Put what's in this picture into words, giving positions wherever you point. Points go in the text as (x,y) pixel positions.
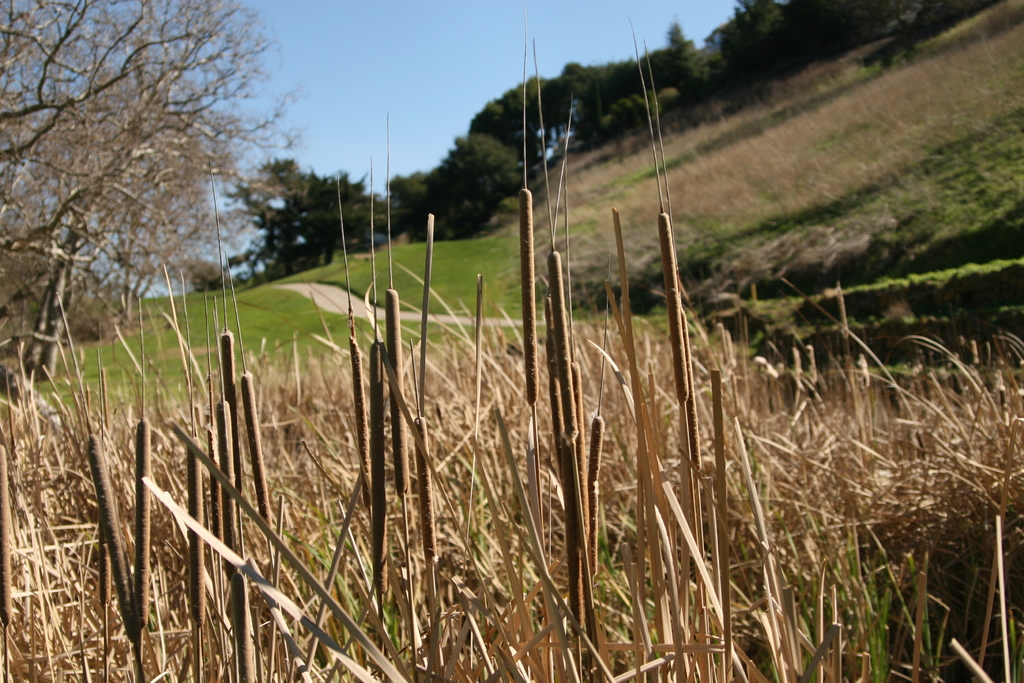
There are many plants (265,471) with dry leaves (290,451). In the background (705,81) there are trees (651,90). Also there is a road (355,309). On the ground (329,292) there is grass (396,285). And there is sky (382,82) in the background (382,85).
